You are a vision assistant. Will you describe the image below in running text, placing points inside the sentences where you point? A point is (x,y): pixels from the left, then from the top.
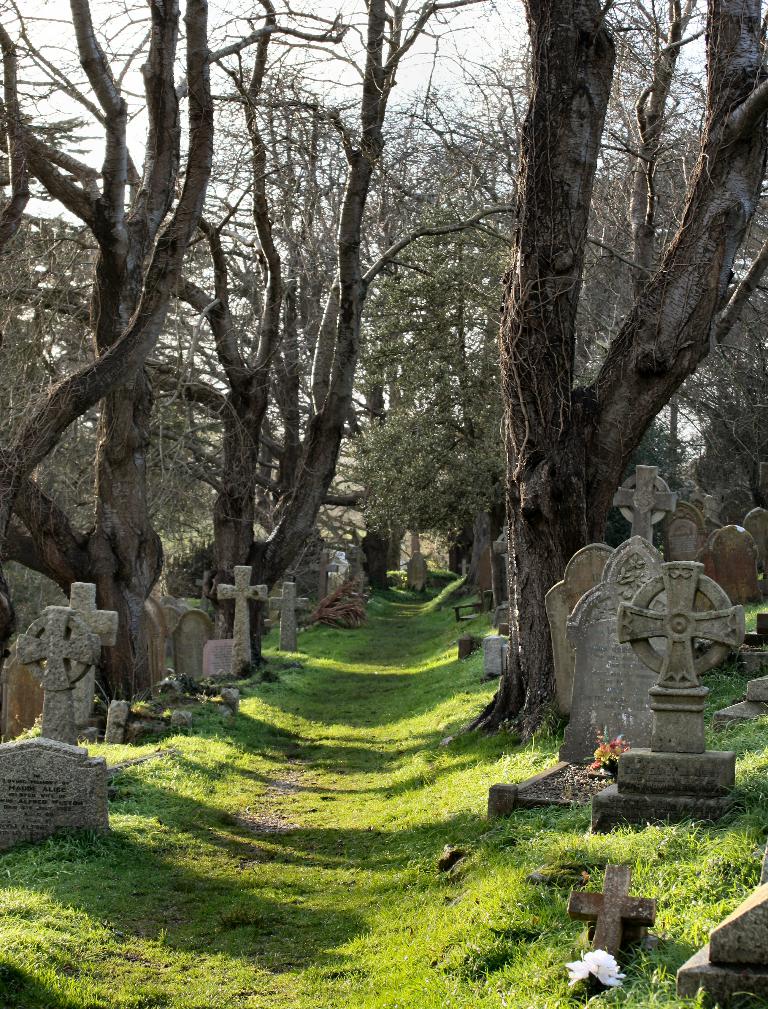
In this image we can see there are some grave stones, flowers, grass (299,831), trees (375,131) and the sky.
